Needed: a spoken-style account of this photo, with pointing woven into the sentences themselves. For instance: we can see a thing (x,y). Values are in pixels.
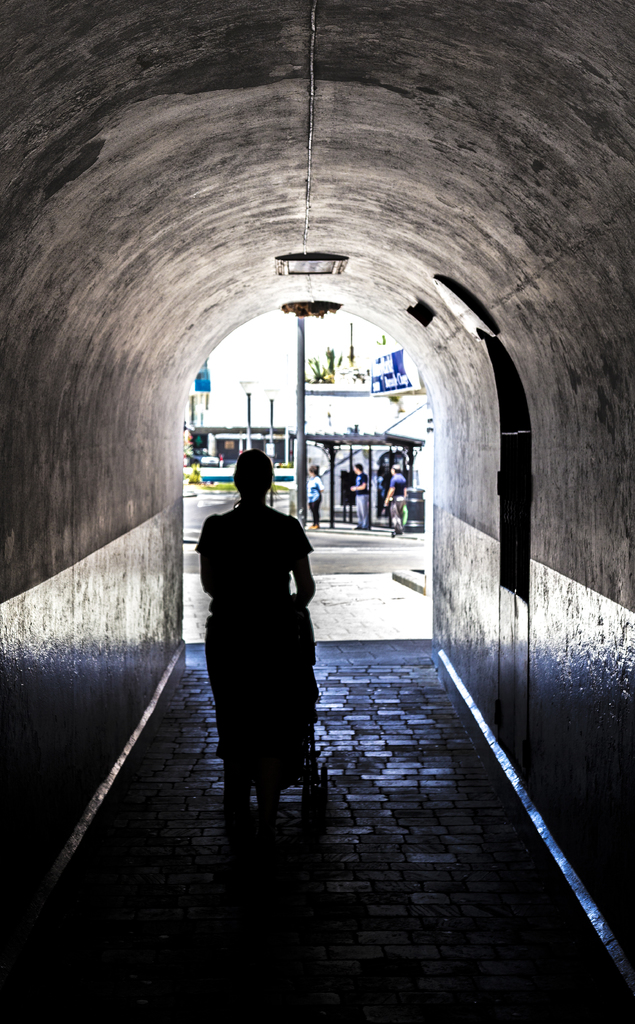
In this image I can see the person (226,568) inside the tunnel (164,480). In the background (362,501) I can see few more people (361,510) standing to the side of the pole (301,402). I can also see the shed (353,504), banner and there is a white background (221,383).
